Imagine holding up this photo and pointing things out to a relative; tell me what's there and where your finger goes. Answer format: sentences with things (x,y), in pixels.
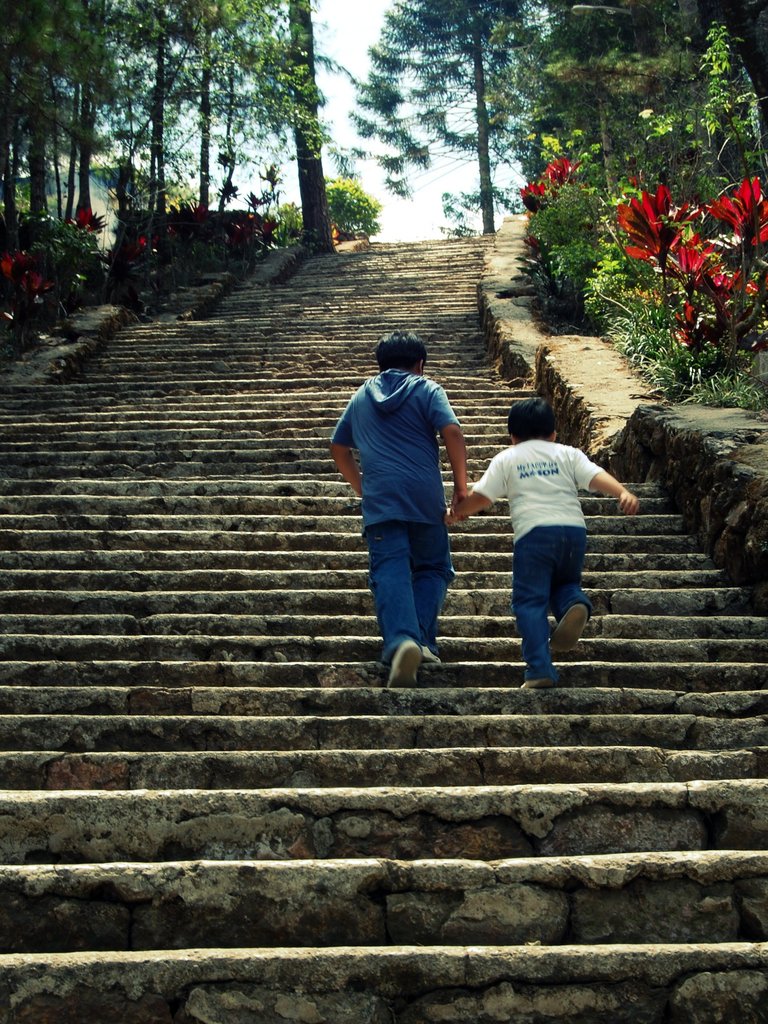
In this image there are persons (516,560) climbing stairs (456,586) and there are trees (629,155).
